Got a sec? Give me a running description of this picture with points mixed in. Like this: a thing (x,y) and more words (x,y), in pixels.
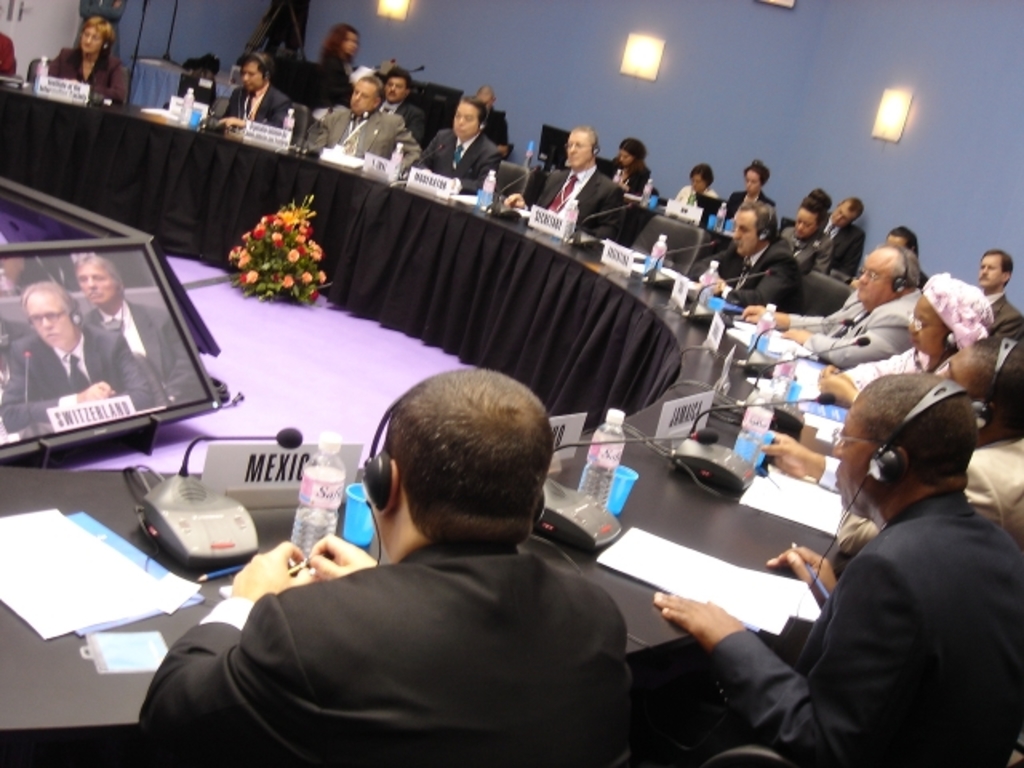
It is a meeting, there are a lot of people (334,80) sitting around a table (642,404) and on the table (650,464) there are some name cards (663,422), bottles (619,438), papers (673,549) and mics (605,511) and in front of those people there are television screens (111,287) and also a bouquet (288,232) beside that, in the background (746,68) there is a wall (754,81).
